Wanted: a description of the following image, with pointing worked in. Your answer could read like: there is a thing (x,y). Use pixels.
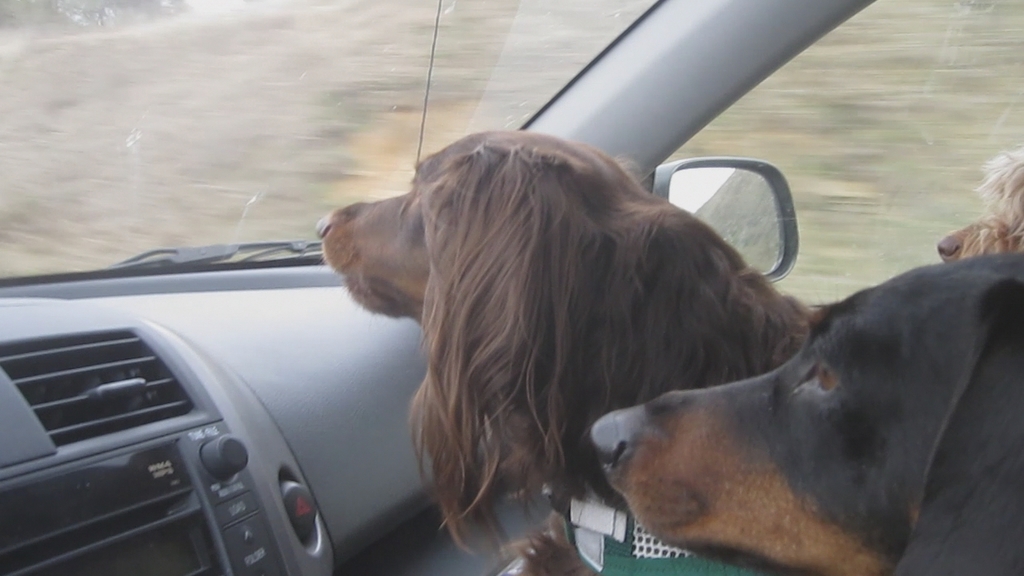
In this image I can see three dogs (616,308) inside the car (309,330). And there is a dashboard (160,431) to the car (219,292).
